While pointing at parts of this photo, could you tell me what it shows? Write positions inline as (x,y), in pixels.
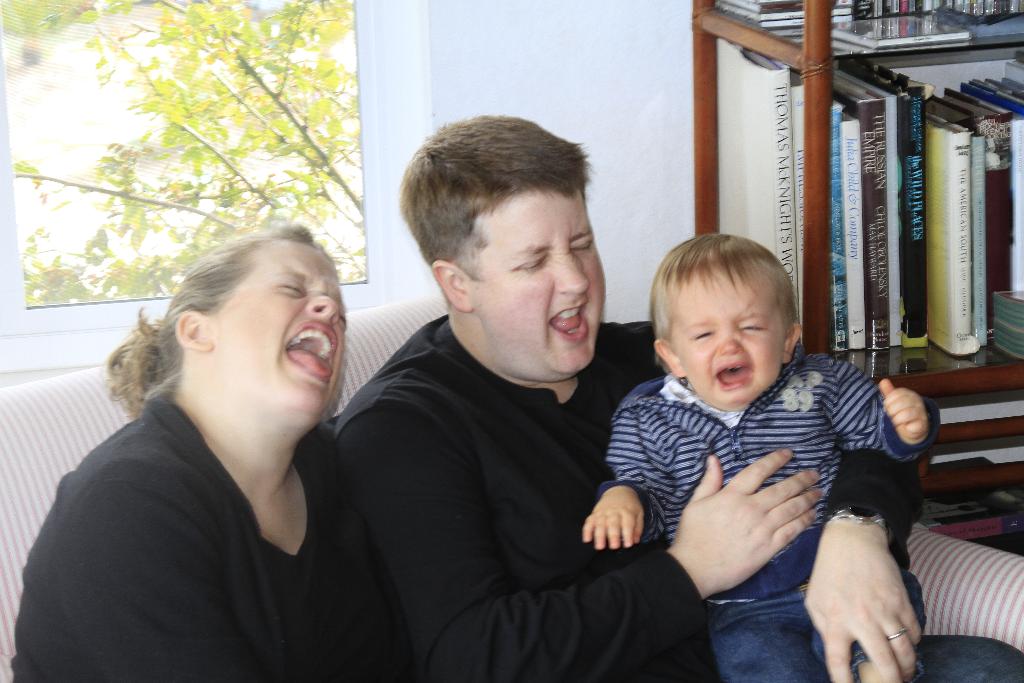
In this picture we can see there are two people (218,544) sitting on a couch (62,377) and a man (576,511) is holding a kid (722,328) and the kid (717,419) is crying. Behind the people (483,411) there are books (959,274) in the racks (972,383) and on the left side of the rack (775,53) there is a wall (485,88) with a window (182,81). Behind the window (168,128) there is a tree (196,115).
